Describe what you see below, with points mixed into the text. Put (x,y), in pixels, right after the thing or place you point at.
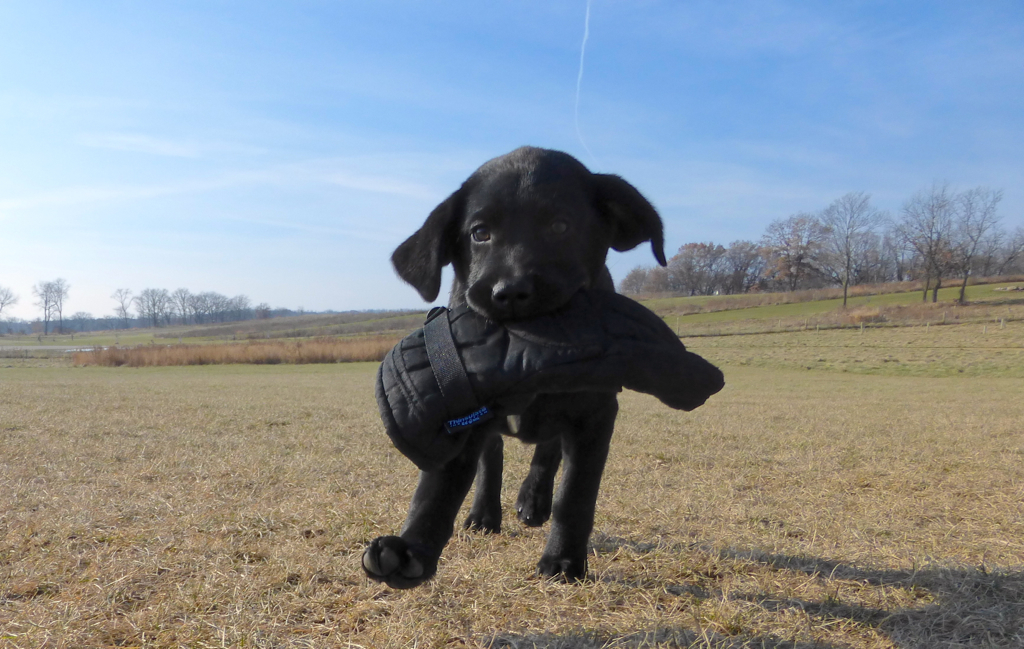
In this picture we can see a black dog (372,574) on the dry grass (285,511). We can see a few trees (151,316) on the right (719,271) and left side of the image (4,303). Sky (94,132) is blue in color.
